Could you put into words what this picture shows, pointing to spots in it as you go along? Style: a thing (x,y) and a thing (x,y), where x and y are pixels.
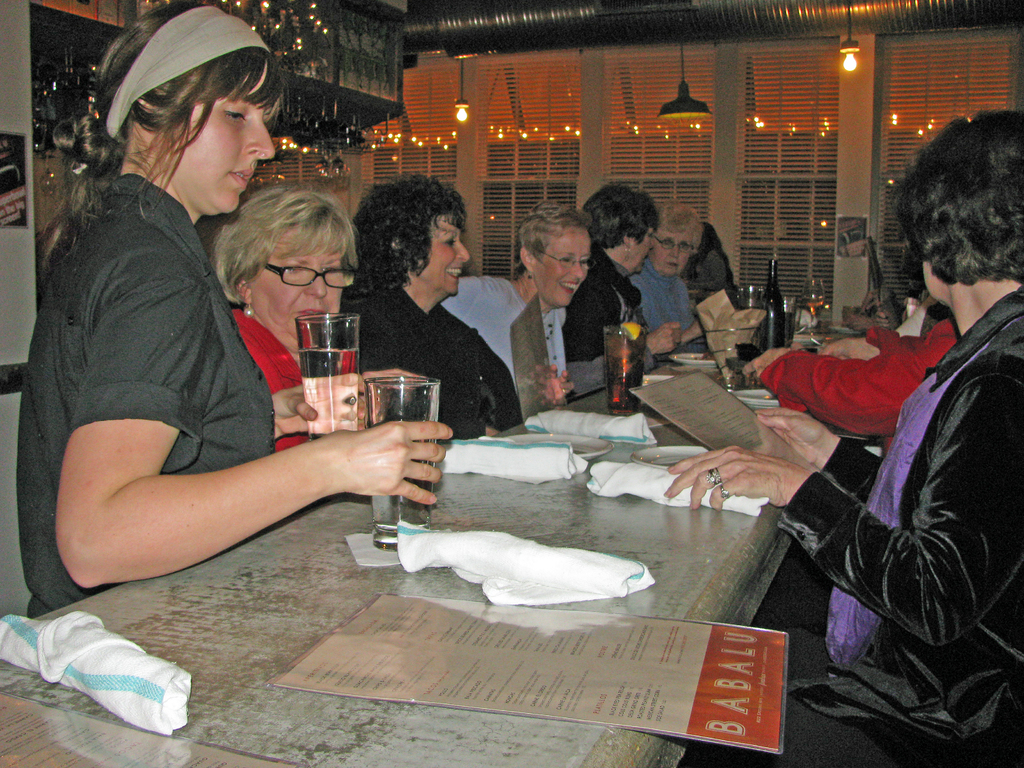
In this image there are people (824,635) sitting on the chairs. In front of them there is a table (244,667) and on top of the table (354,710) there are menu cards (502,700), glasses (350,412), clothes (554,464), bottles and a few other objects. On top of the image (693,113) there are lights (693,113). On the left side of the image (319,128) there are chandeliers (302,13).
